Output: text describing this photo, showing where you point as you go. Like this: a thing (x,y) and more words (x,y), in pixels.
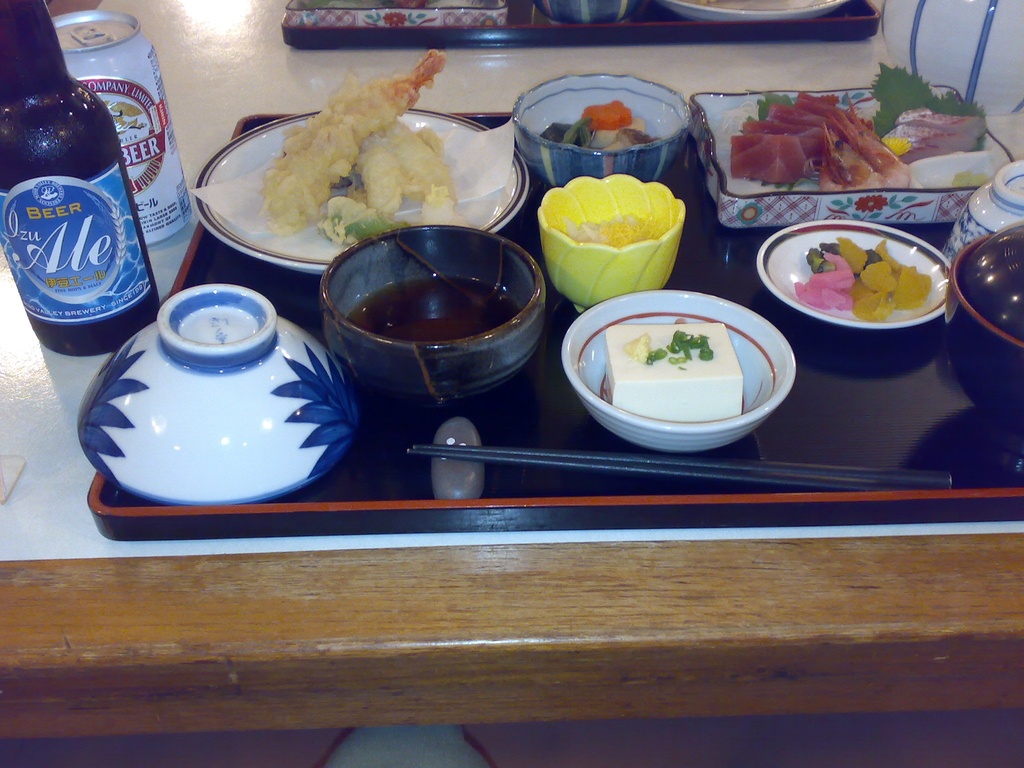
In this image we can see bowls (920,322) with food items (736,412), chop sticks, tray (92,510), bottle (125,297) with a label (125,297) on it, tin (123,144) and few more objects (304,251) are kept on the table (43,465).
